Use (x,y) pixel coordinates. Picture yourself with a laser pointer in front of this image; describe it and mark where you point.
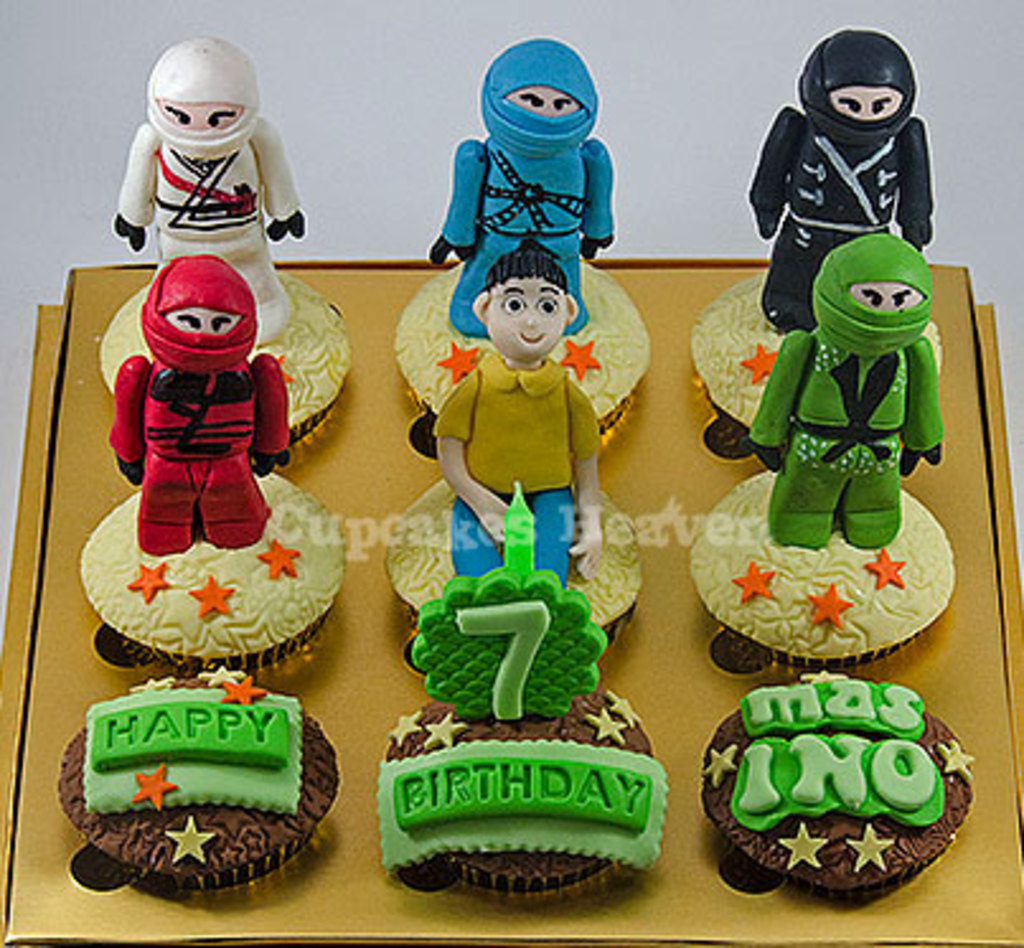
In this picture we can see nine cup cakes (326,533) present in a box (320,467), there are cake decorating items (230,425) on cupcakes (721,537), we can see a watermark (356,533) in the middle (648,536).
